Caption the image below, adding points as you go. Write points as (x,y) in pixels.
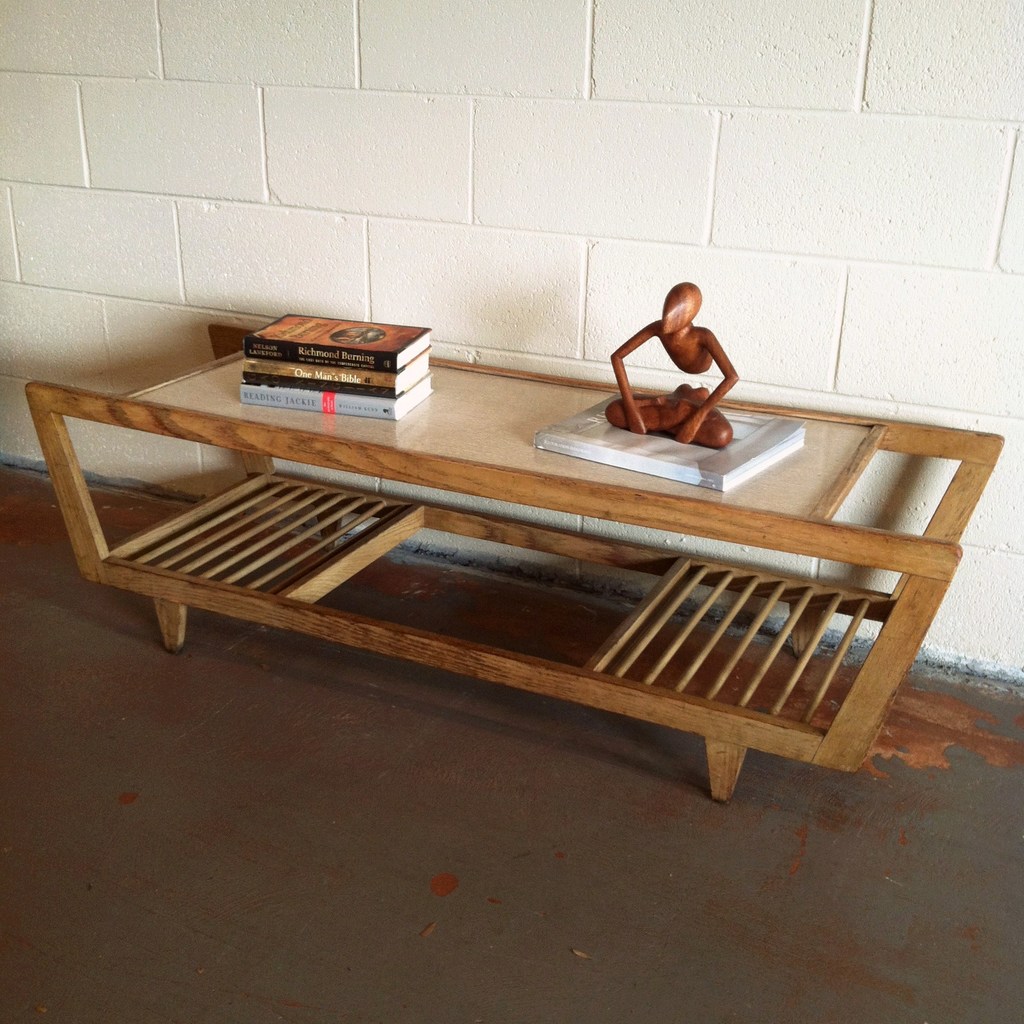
This picture shows a table (439,417) and couple of books (324,336) on it and a toy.
